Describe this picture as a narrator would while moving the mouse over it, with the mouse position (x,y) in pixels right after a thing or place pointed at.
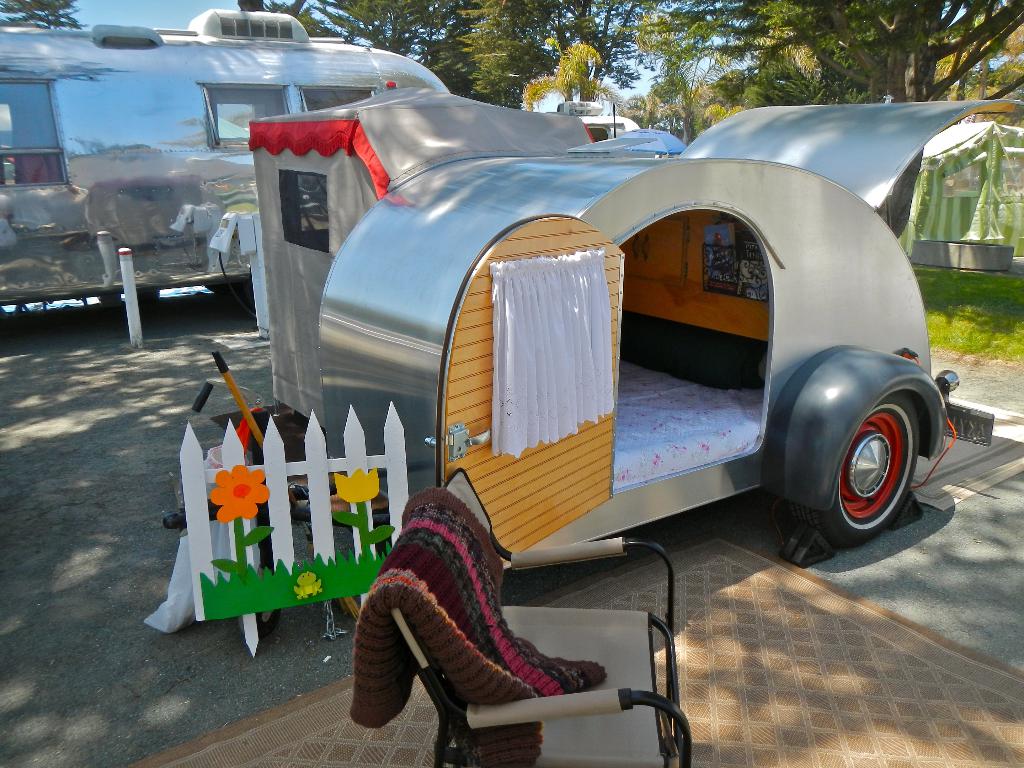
In the center of the image (526,269) we can see vehicles (202,274) on the ground (158,456). At the bottom of the image (481,578) we can see chair (600,712) and the cloth (423,576). In the background (608,63) we can see trees (592,39) and sky (1019,59).
